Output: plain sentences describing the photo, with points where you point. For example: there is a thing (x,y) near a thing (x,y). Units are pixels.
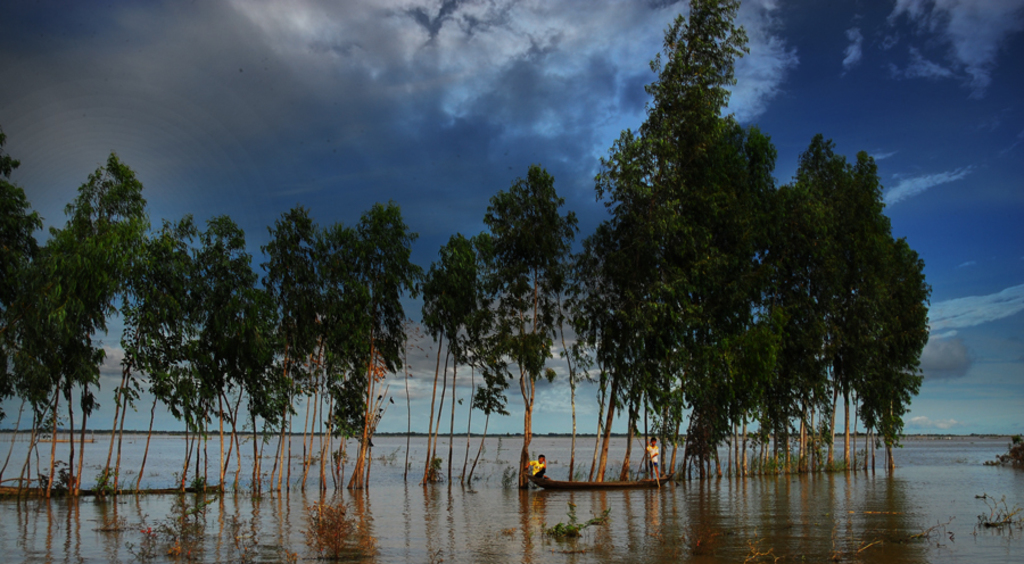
In this image we can see two persons (538,476) sailing on a boat (635,481), on the river (598,500), there are some trees (530,307), and bushes (1007,521).
